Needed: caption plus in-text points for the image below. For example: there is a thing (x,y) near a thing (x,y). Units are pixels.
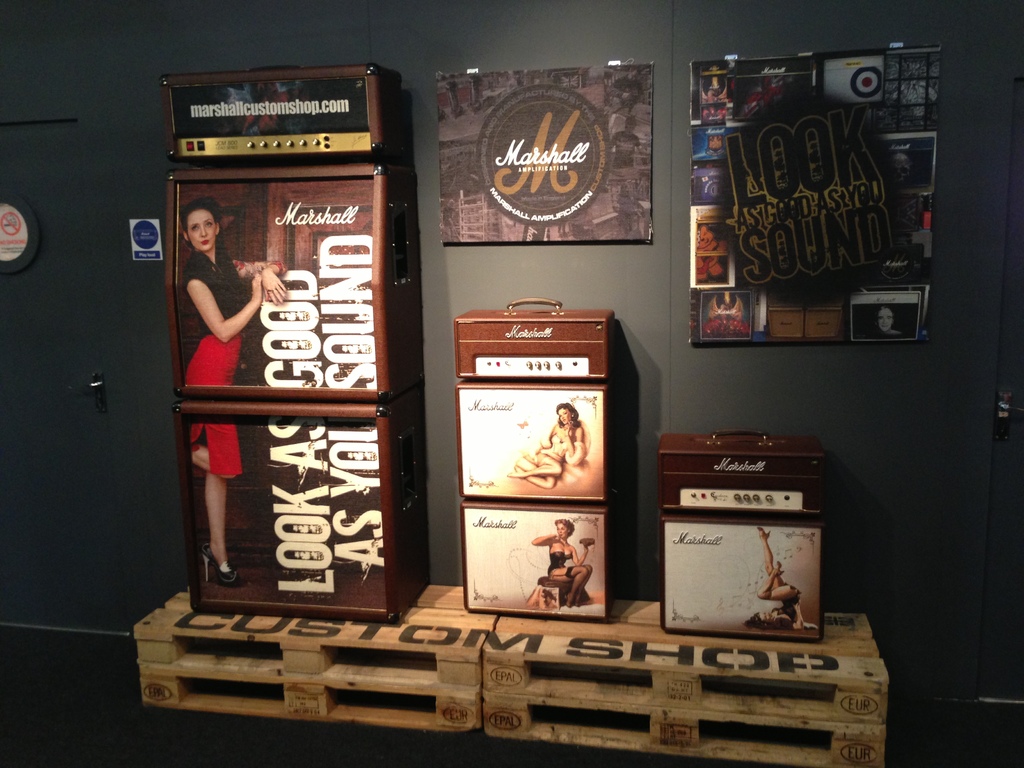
In the picture we can see boxes (208,420) on which we can see the images (212,438) and some text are placed on the wooden boxes (485,663) and we can see two frames (790,217) fixed to the wall (110,111). On the left side of the image (26,454) we can see a door (71,492).
